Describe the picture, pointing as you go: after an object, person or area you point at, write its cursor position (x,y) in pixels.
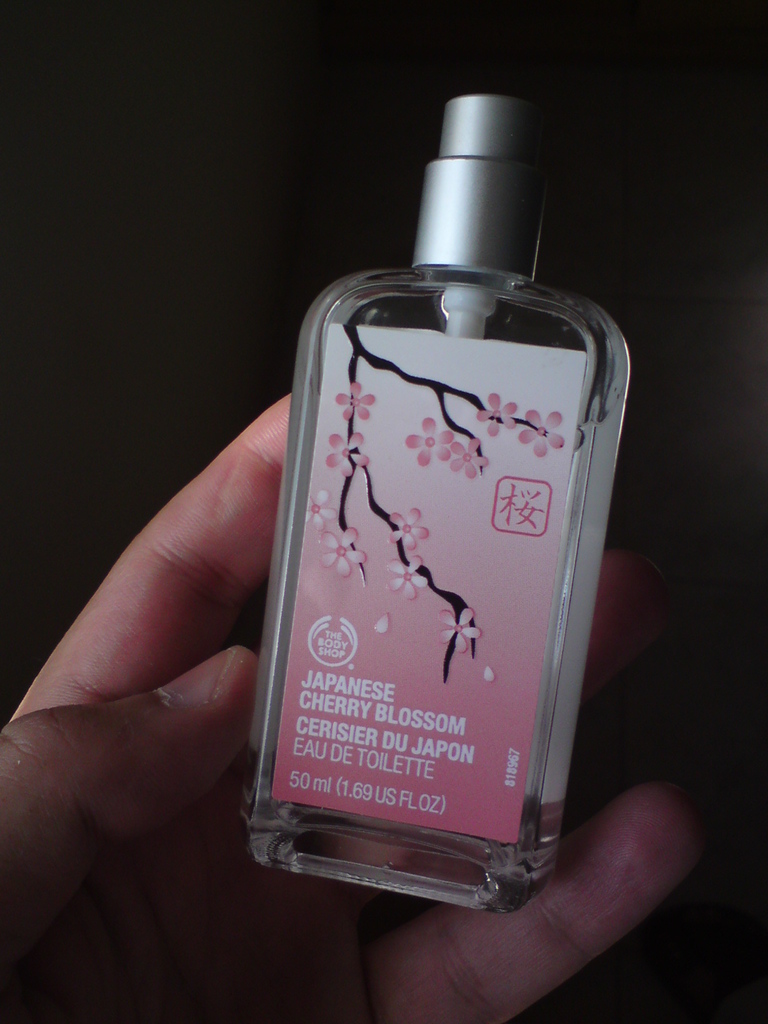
In this image we can see a person's hand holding a bottle (549,560) on which we can see a label (390,702) and some text (377,710). The background of the image (752,217) is dark.
